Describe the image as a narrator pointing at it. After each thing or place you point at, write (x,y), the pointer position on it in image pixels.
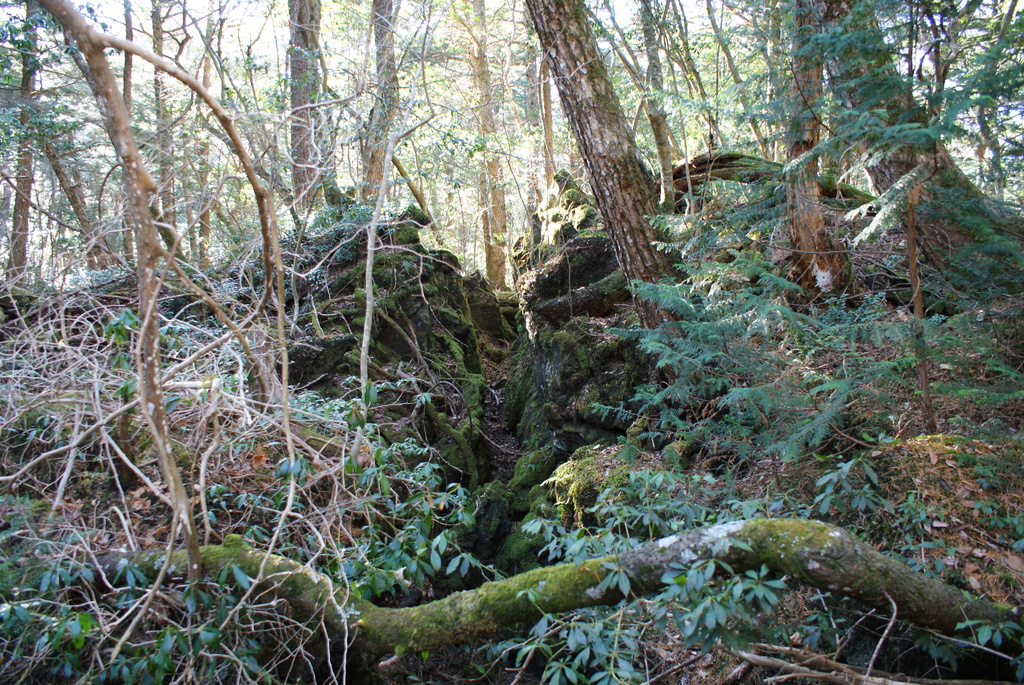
In this picture there are trees (750,144). At the top (600,1) it looks like sky (431,19). At the bottom (91,620) there might be roots (432,617) and there are plants (859,392).
